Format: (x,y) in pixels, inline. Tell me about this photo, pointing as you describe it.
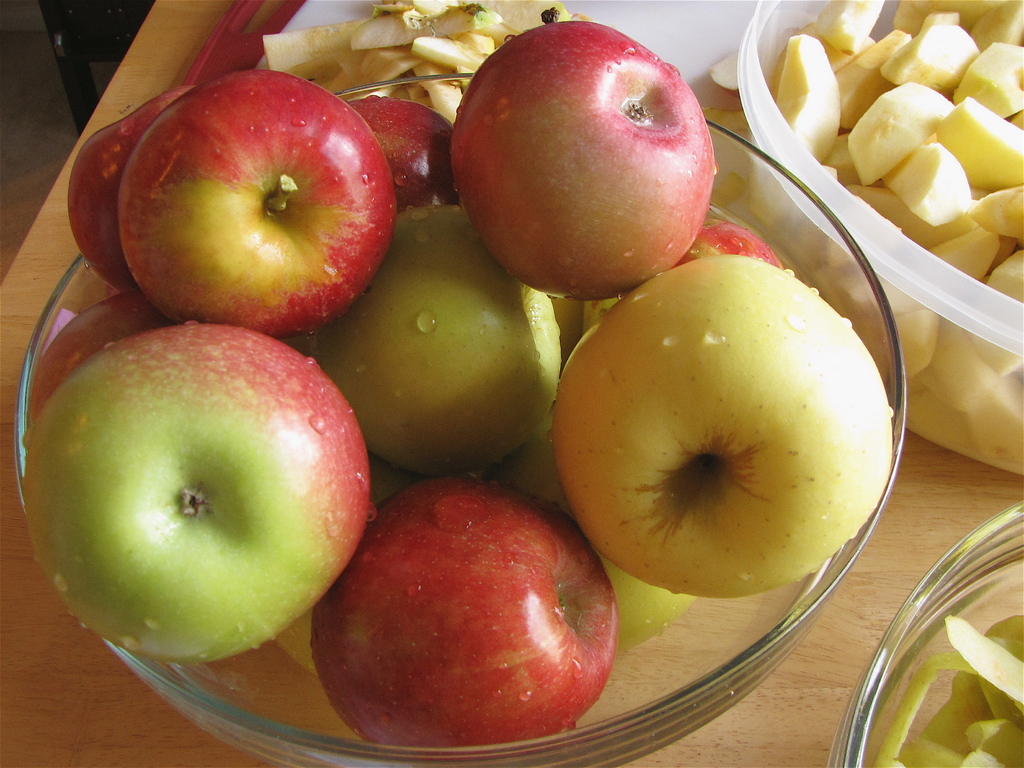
Here on a platform (879,633) we can see apples (243,370) in a bowl (234,561) and there is another bowl (931,624) with peel offs (964,712) and another bowl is with slices of a fruit (849,114) and on an object (304,15) on the platform (138,48) there is wastage (395,12). On the left (98,56) at the top corner (81,62) there is a chair (80,62) on the floor (67,124).
